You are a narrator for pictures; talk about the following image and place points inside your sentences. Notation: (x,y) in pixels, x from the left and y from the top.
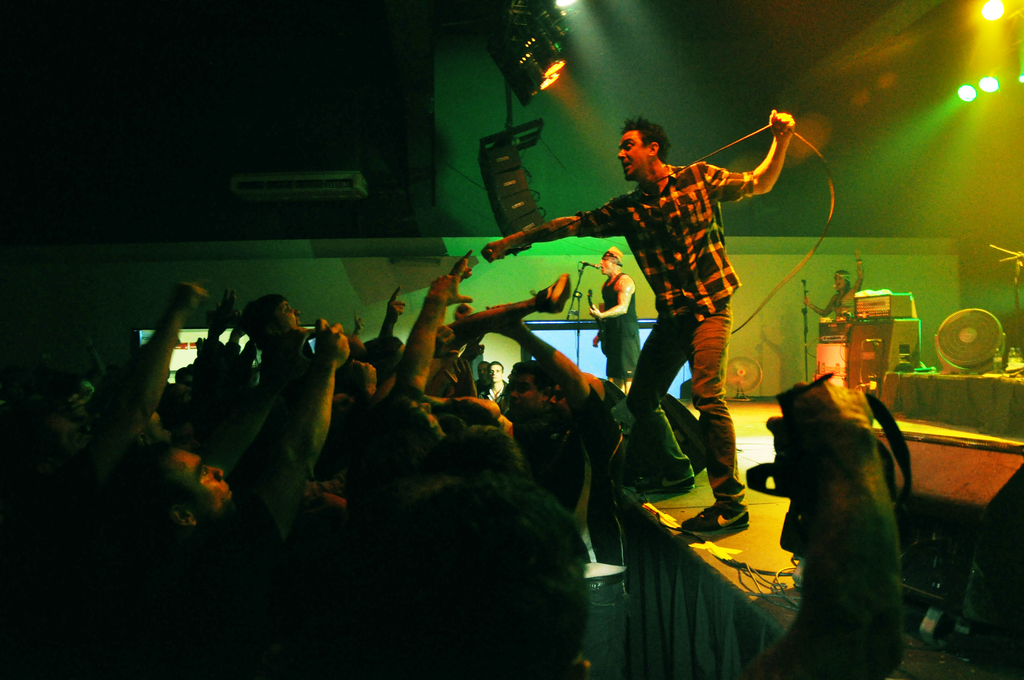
At the bottom of the image (827,506) few people (6,635) are standing. In the middle of the image (659,405) few persons (666,364) are standing and holding microphone (804,313) and some musical instruments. At the top of the image (865,116) there is roof (998,77) and lights (960,89).
